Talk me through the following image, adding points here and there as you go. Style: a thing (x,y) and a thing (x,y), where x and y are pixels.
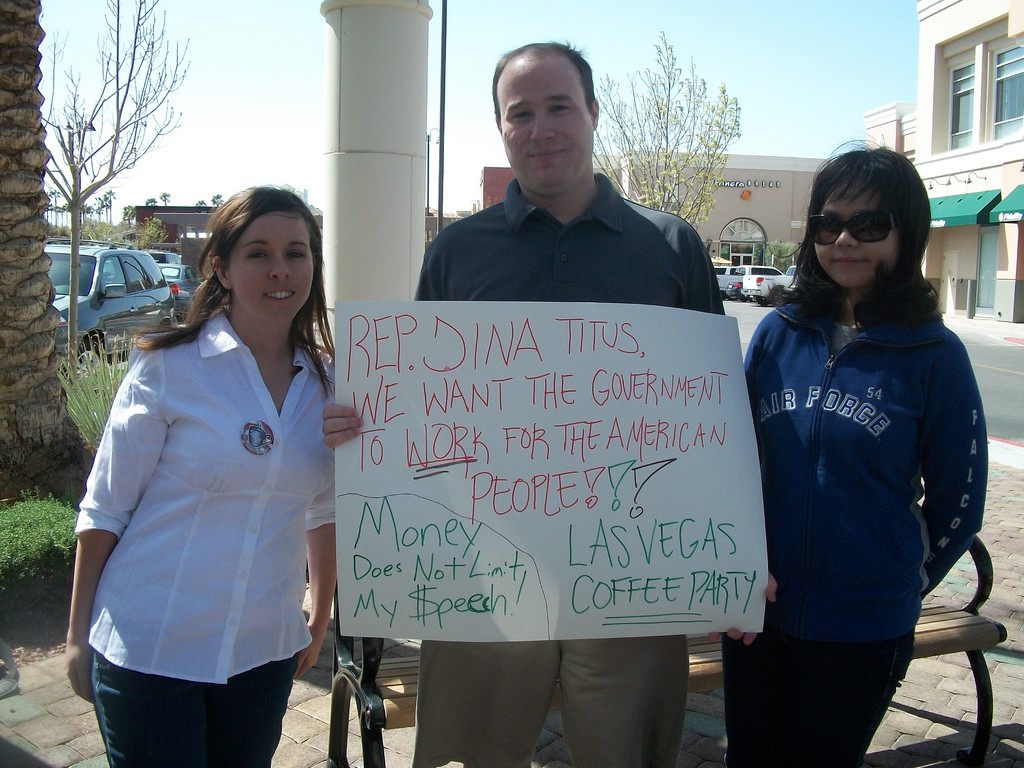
In the center of the image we can see three people (918,421) are standing. Among them, we can see one person (429,749) is holding a banner (493,448) with some text (567,469) and one person (855,355) is wearing glasses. In the background (454,88), we can see the sky (433,60), buildings (979,144), trees (23,206), vehicles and a few other objects (978,562).
